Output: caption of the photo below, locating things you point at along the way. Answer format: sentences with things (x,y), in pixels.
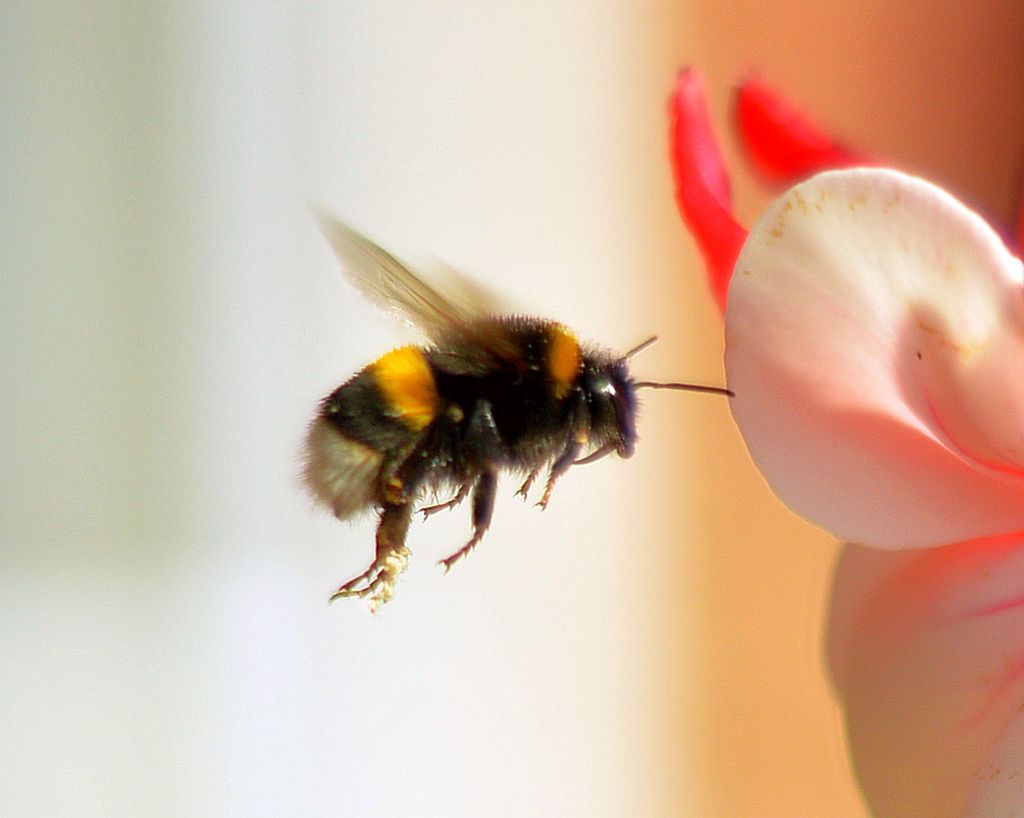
In this picture we can see a bumble bee (533,430), flower (954,597) and in the background (36,482) it is blurry.
